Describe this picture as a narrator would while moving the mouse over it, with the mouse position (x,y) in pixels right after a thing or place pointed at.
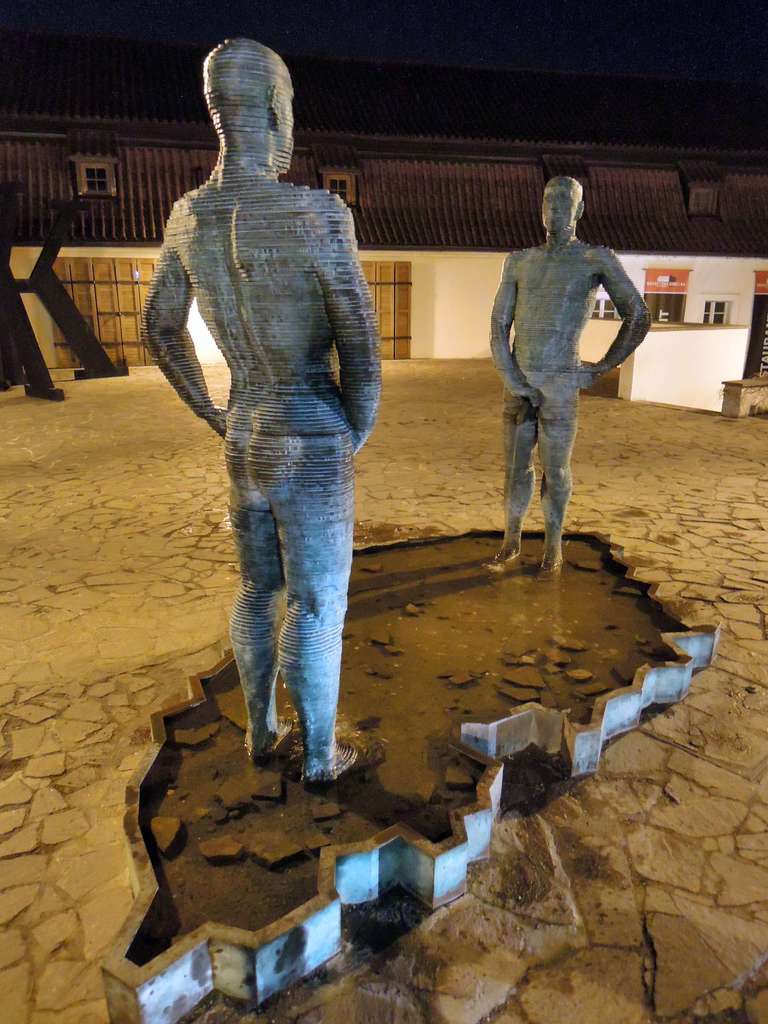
In this image we can see the statues (338,576), in the background (452,217), we can see a building (486,327), there are some windows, water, stones (458,438) and a bench (737,403).
